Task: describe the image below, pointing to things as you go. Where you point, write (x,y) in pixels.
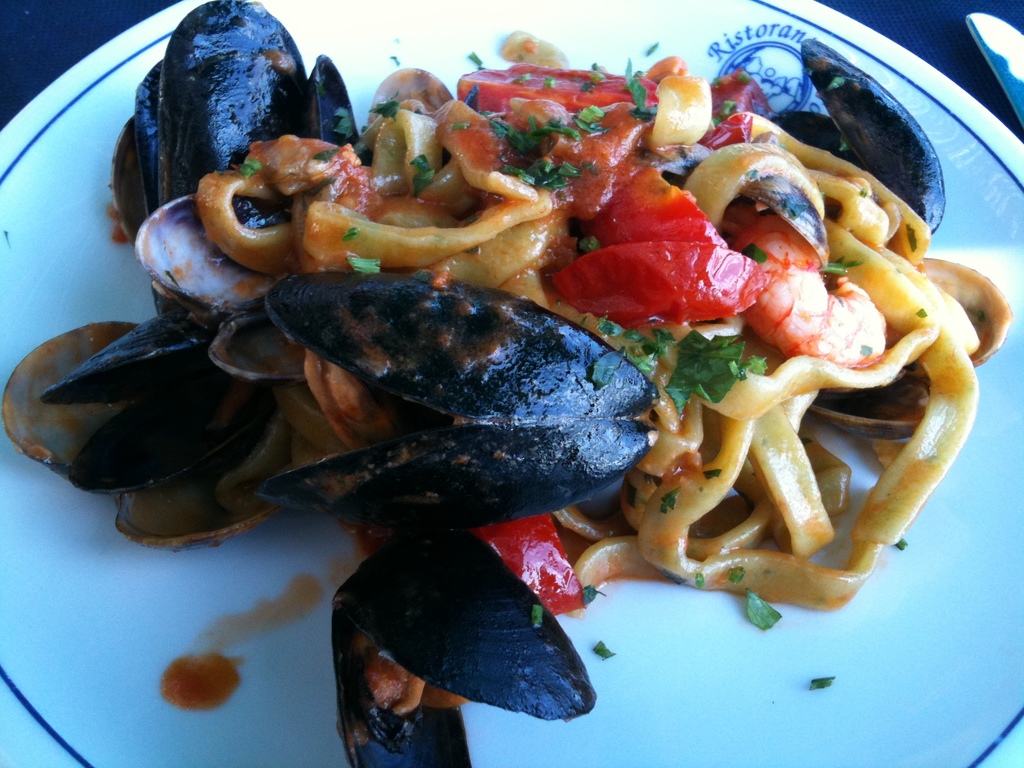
There are food items (322,367) on a white color plate (988,388). And the background (19,42) is dark in color.
